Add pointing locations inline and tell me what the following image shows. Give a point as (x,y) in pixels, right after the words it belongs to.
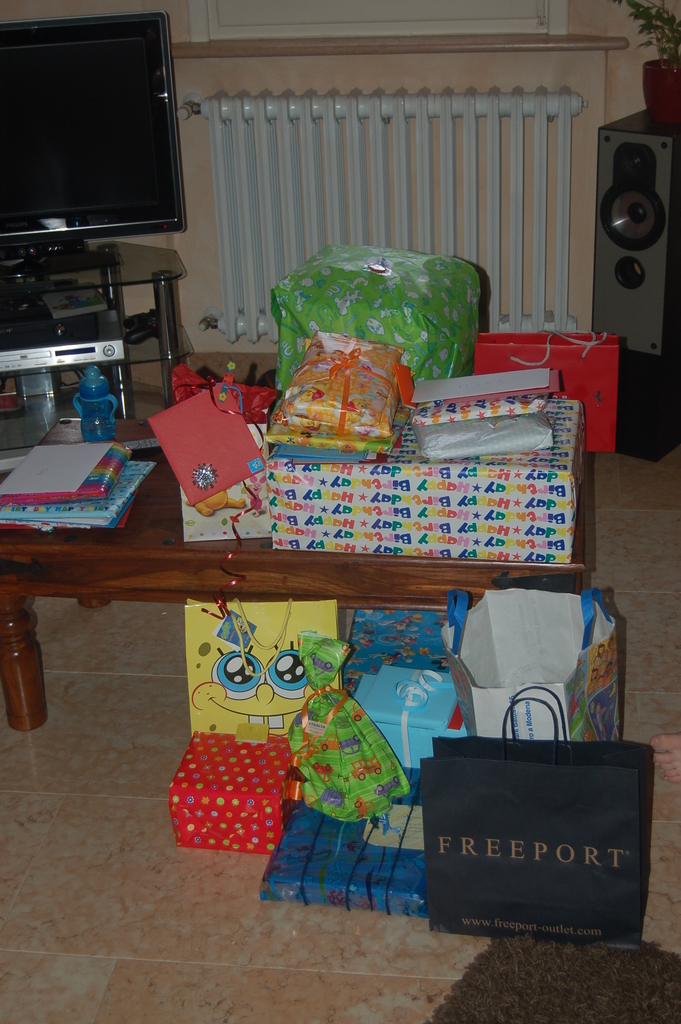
In this image we can see boxes (467,450), covers (381,309) and books (32,520) placed on the table (16,565). At the bottom of the image (456,804) we can see boxes (177,840), cover (263,712) and papers (252,732). In the background (62,360) we can see speaker (620,220), player (72,364), television (110,125), water bottle (101,406) and window (508,27).
